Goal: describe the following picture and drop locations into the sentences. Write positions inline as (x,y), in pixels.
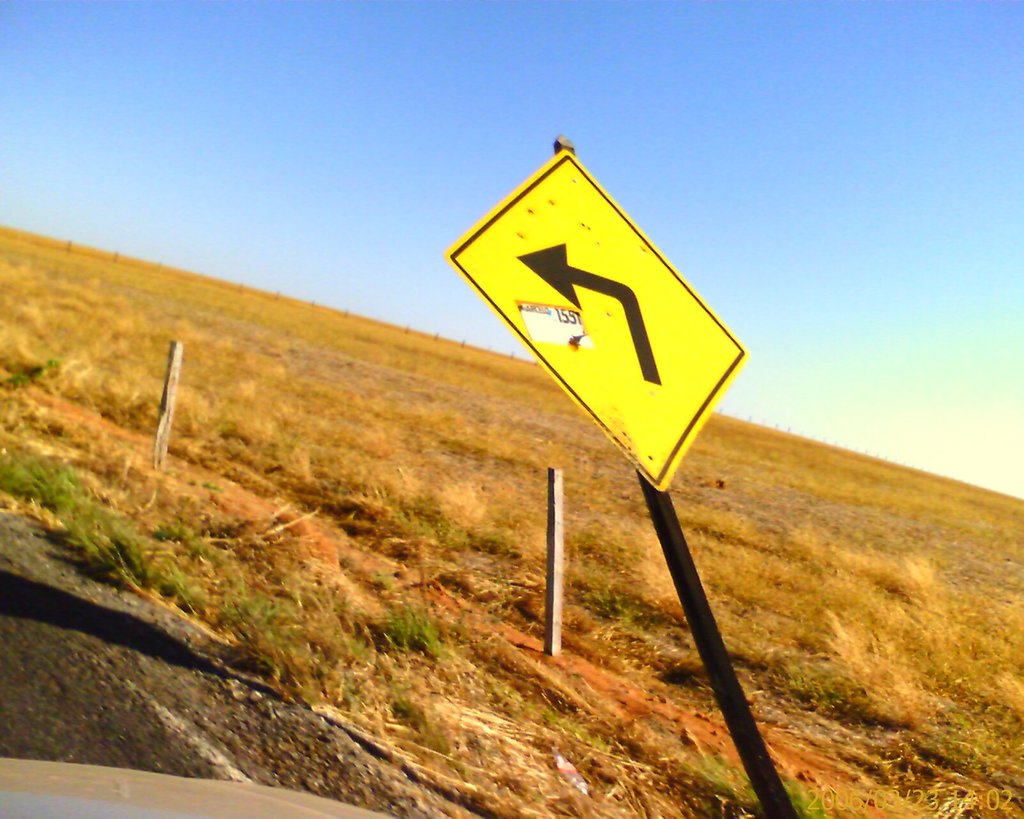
In the image in the center (612,308) we can see the poles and one sign board (610,332). In the background (523,159) we can see the sky (574,84), fence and grass (725,417).
